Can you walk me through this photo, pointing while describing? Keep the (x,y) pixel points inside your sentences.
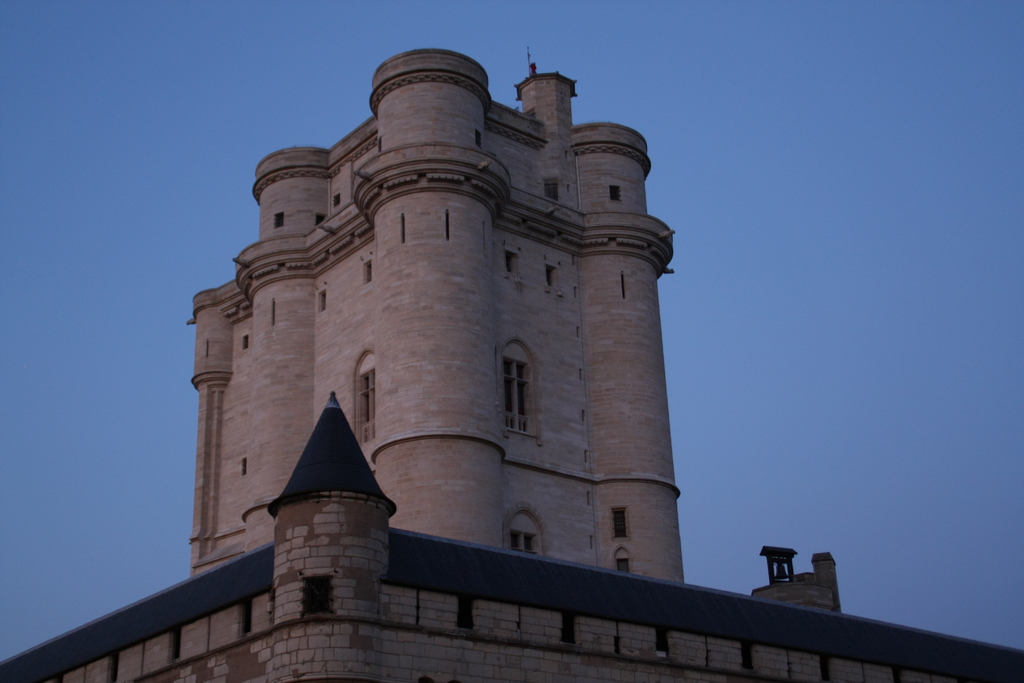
In this picture I can see a building (526,415), there is the sky (148,335) in the background (100,262).
